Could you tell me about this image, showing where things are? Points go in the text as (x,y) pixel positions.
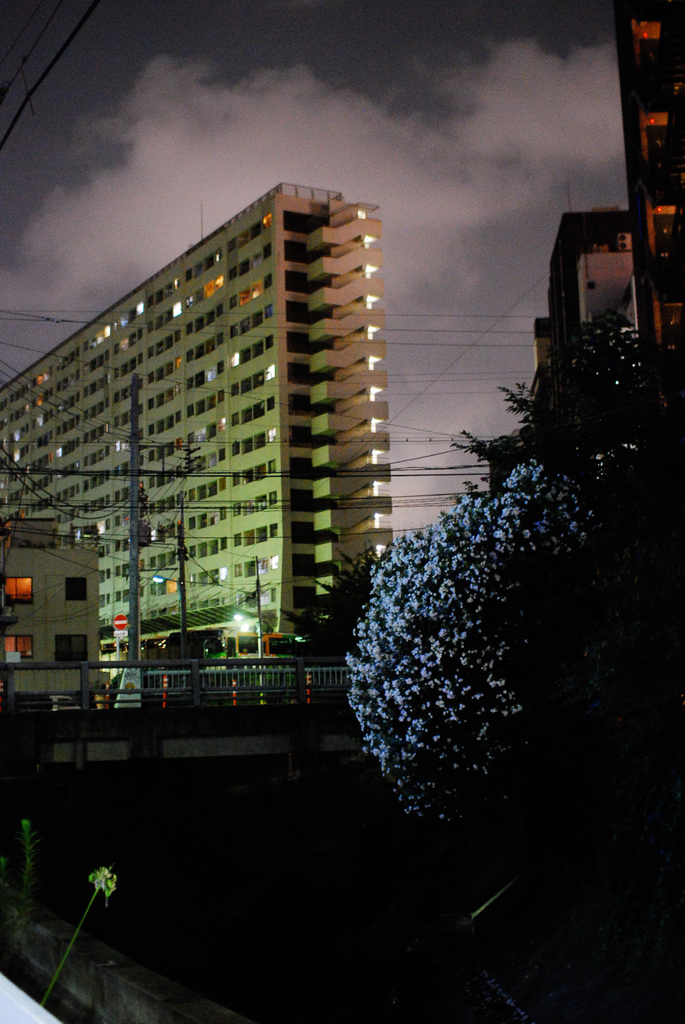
In the image we can see there is a flowers (417,642) on the tree (467,511) and there are buildings (272,430). There are electrical wire poles (137,542) and there is a bridge (9,720). There is a cloudy sky (376,159).
